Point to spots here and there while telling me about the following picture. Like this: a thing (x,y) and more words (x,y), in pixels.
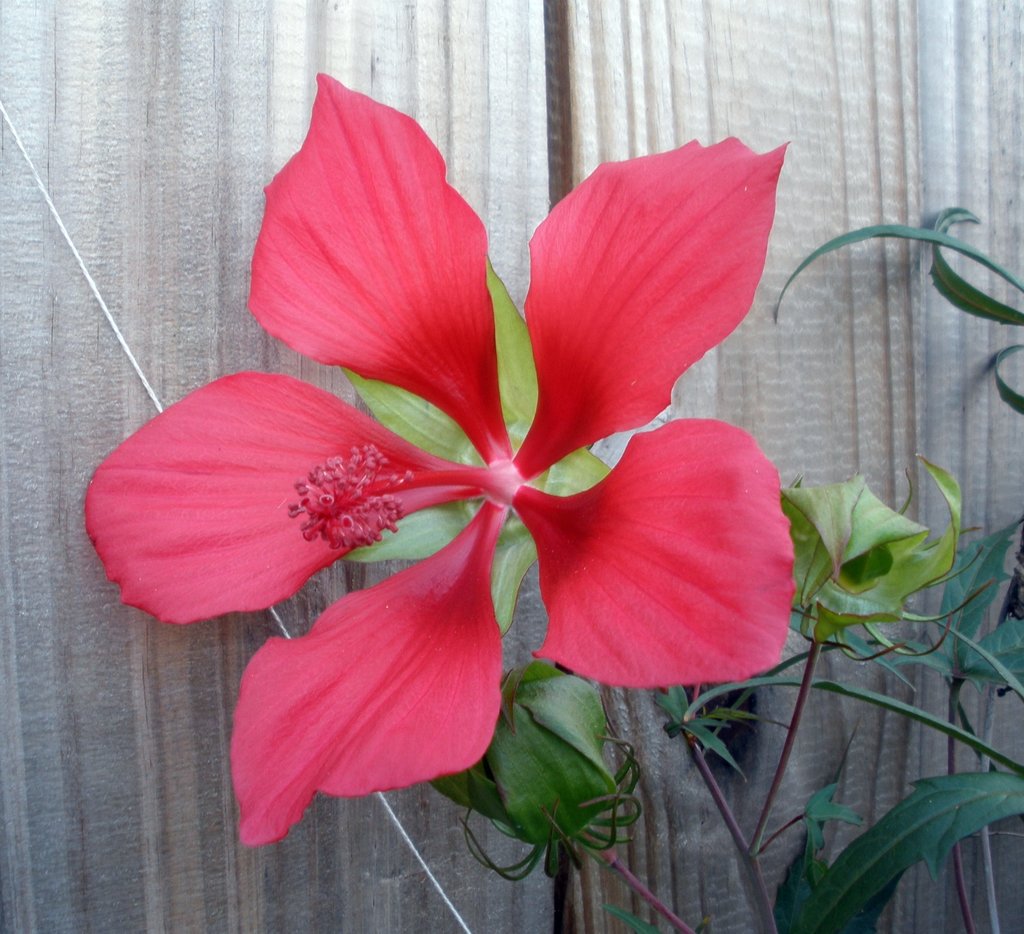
In this image we can see a hibiscus flower (434,448) on a plant (788,623). In the back (543,115) there is a wooden fence (411,105).
